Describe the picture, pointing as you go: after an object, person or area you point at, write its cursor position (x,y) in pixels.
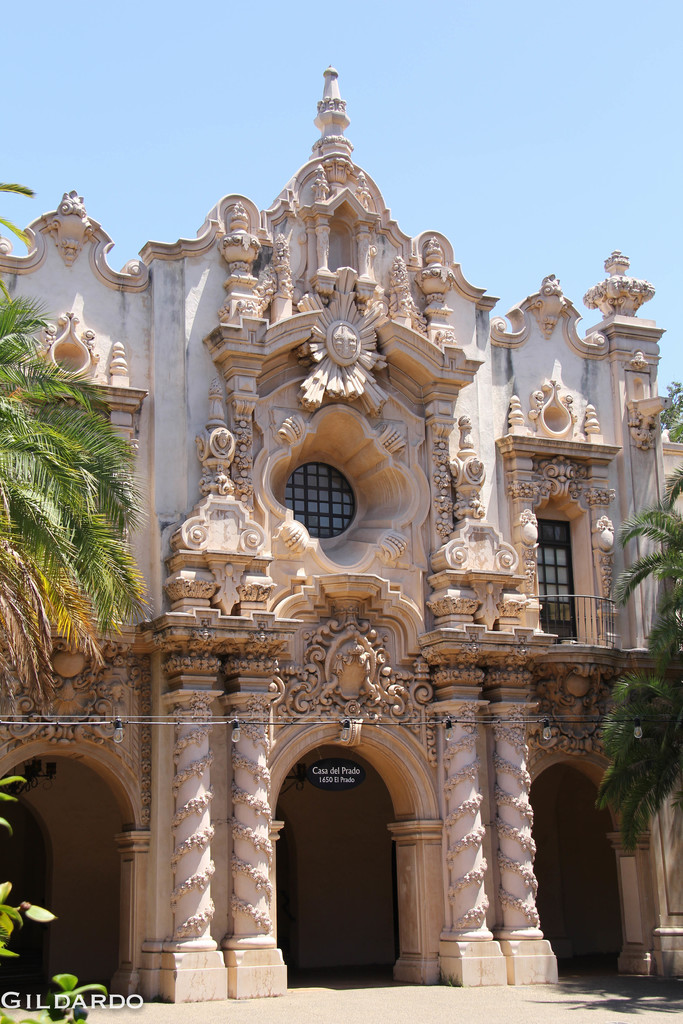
In this picture, we see a building (339,736). On either side of the picture, we see trees (20,434) and plants (627,753). At the top of the picture (430,121), we see the sky (344,98). This picture is taken in Balboa park (275,694).
